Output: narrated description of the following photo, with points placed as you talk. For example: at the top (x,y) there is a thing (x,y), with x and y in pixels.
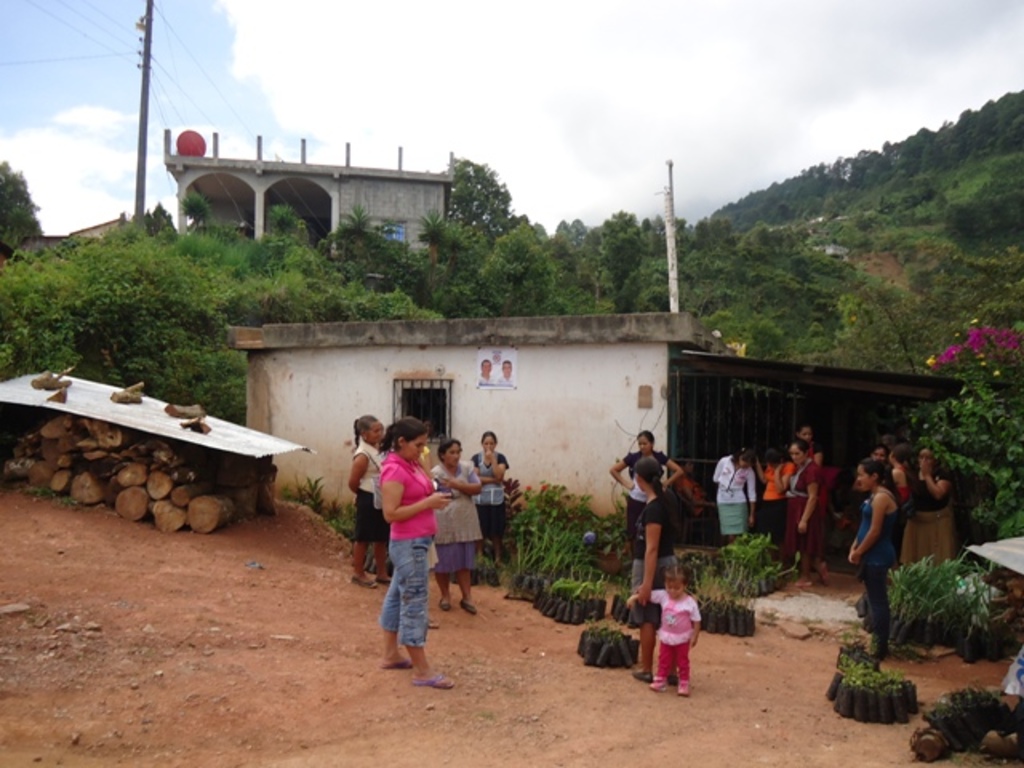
In this image we can see group of women (953,531) standing on the ground (324,674). A kid (669,626) is held by a woman (642,578) wearing black t shirt (651,524). In the background (559,538) we can see several plants (569,542), group of buildings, poles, mountain (1006,143) and a cloudy sky (207,108).
